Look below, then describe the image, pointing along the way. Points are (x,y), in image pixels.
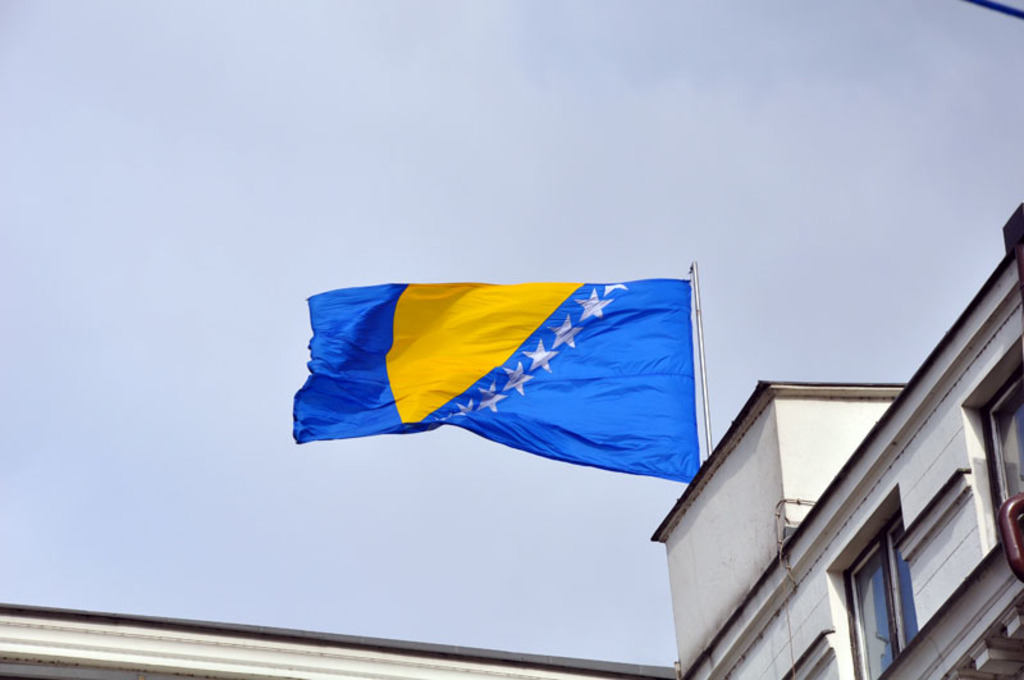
In front of the image there is a building (751,467). On top of it there is a flag (592,357). In the background of the image (494,184) there is sky (374,184).
